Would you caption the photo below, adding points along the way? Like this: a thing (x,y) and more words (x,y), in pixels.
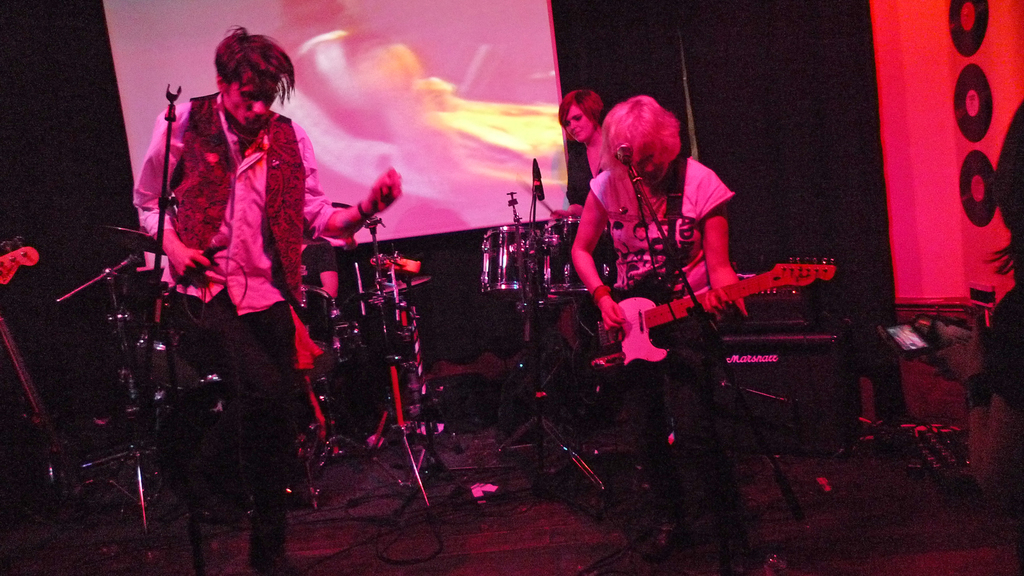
In this image there are four people (167,224) standing on the stage (906,544). The person (638,235) standing in the middle (623,329) is playing guitar (670,300), the other two persons (585,160) at the back side (330,288) are playing drums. At the back (420,71) there is a screen (460,69). The person (1003,194) standing at the right side of the image (996,435) is holding a camera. At the bottom (405,506) there are wires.
